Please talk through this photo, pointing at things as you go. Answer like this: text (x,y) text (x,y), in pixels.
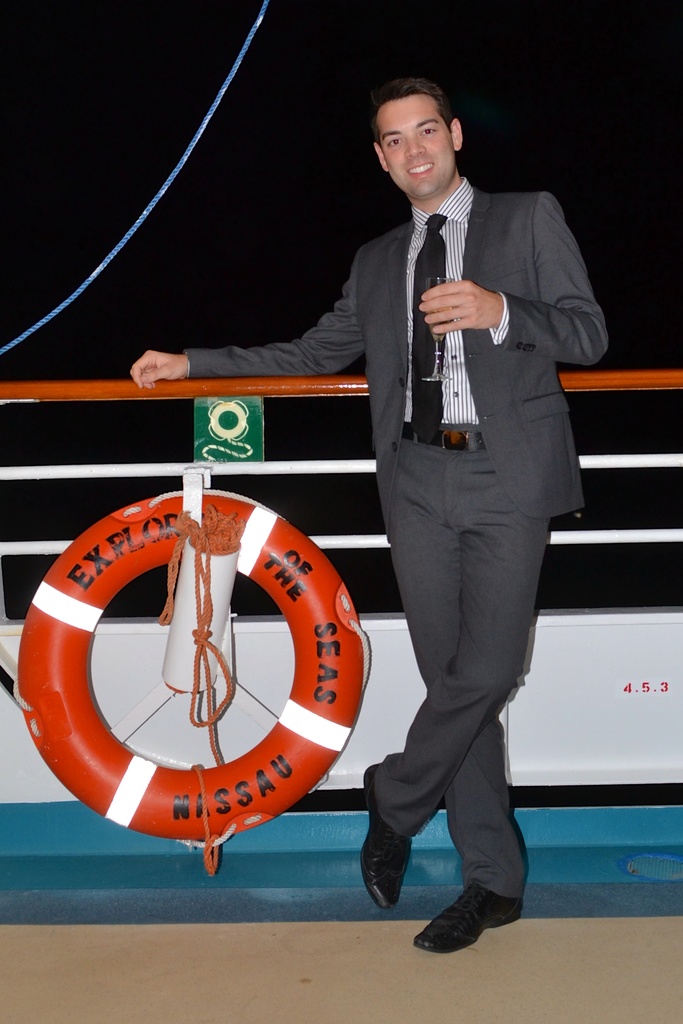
In this image I can see a person (449,204) holding a glass (444,309), he's smiling, standing in front of the fence (396,721) I can see an orange life ring (45,623) attached to the fence (136,671) and there is a rope (200,529) in the middle of the life ring (39,651).
